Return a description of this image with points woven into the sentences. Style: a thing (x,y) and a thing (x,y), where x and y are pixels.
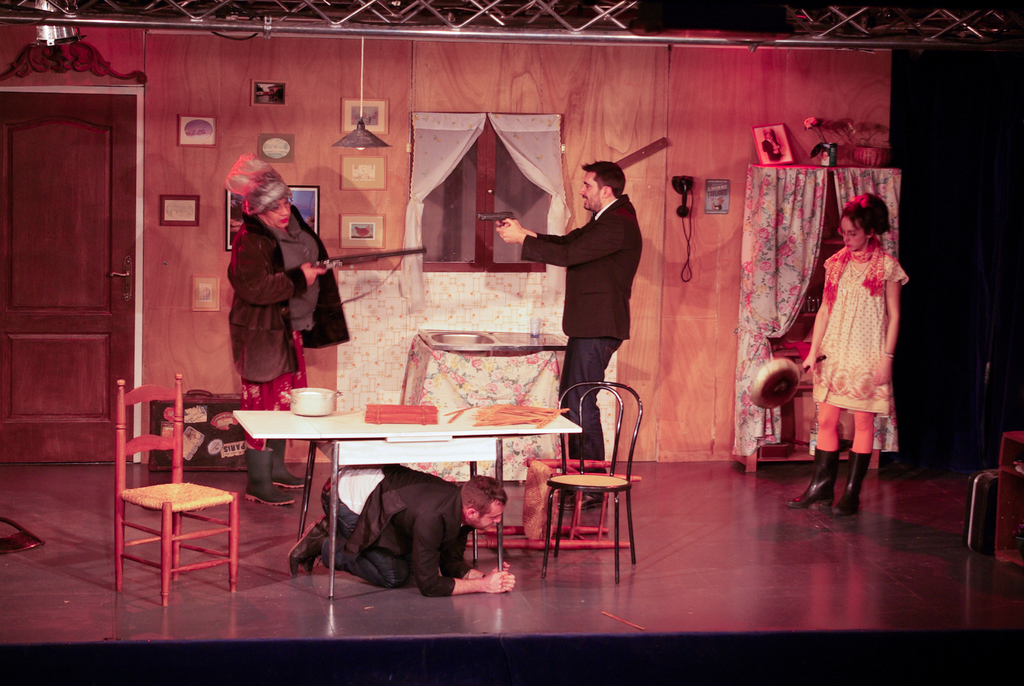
In the image they were four people (842,332) in the center (594,238) the three were acting, and in the right side (859,402) there is a lady (850,387) she is holding pan (790,380) in her hand (810,357). In the bottom (428,539) there is a person (421,530) below the table (435,451), there were few chairs (138,496). And there many objects (543,208) around them.
